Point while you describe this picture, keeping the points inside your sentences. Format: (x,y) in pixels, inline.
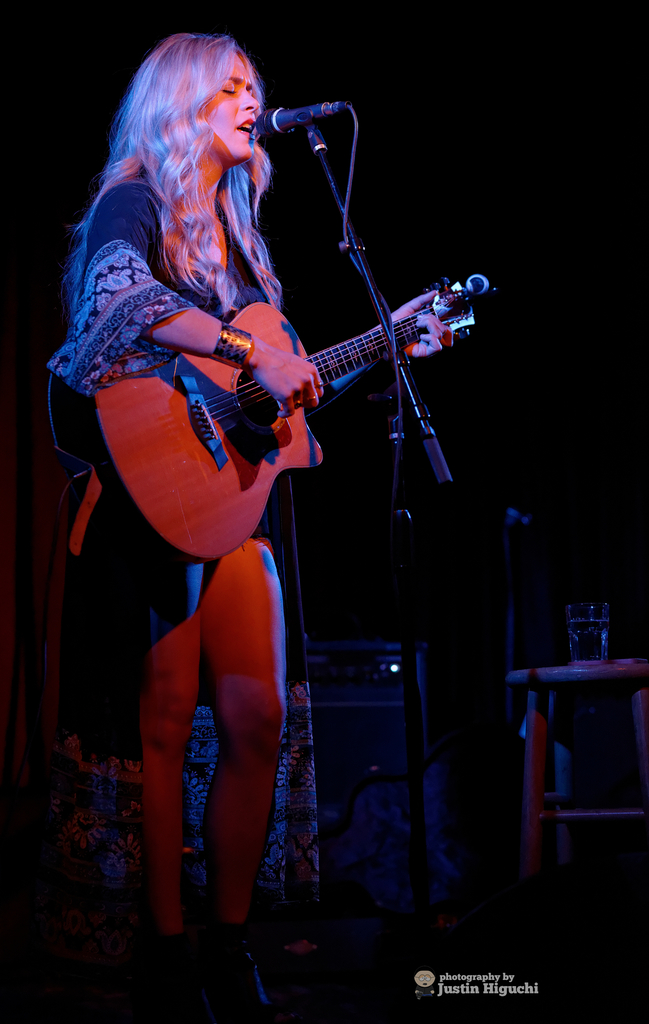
This is a picture taken on a stage (274,993), the woman (133,365) in black dress (115,225) was standing on stage (204,906) and holding a guitar (215,428) and singing a song in front of the woman (208,204) there is a microphone (258,131) with stand (424,440). Behind the woman (185,272) is in black.
